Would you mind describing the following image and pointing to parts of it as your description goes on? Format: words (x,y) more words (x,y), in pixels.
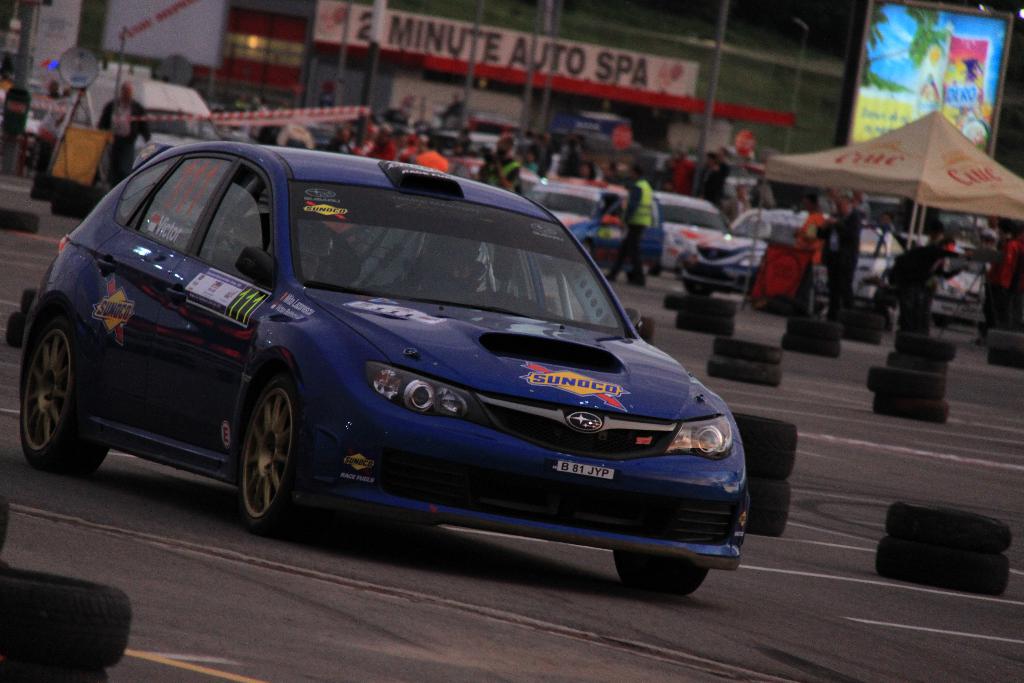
In the image we can see some vehicles (314,175) on the road (1006,374). Behind the vehicles (447,314) few people (541,151) are standing and there are some tents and buildings (273,6) and there is fencing (145,123).
